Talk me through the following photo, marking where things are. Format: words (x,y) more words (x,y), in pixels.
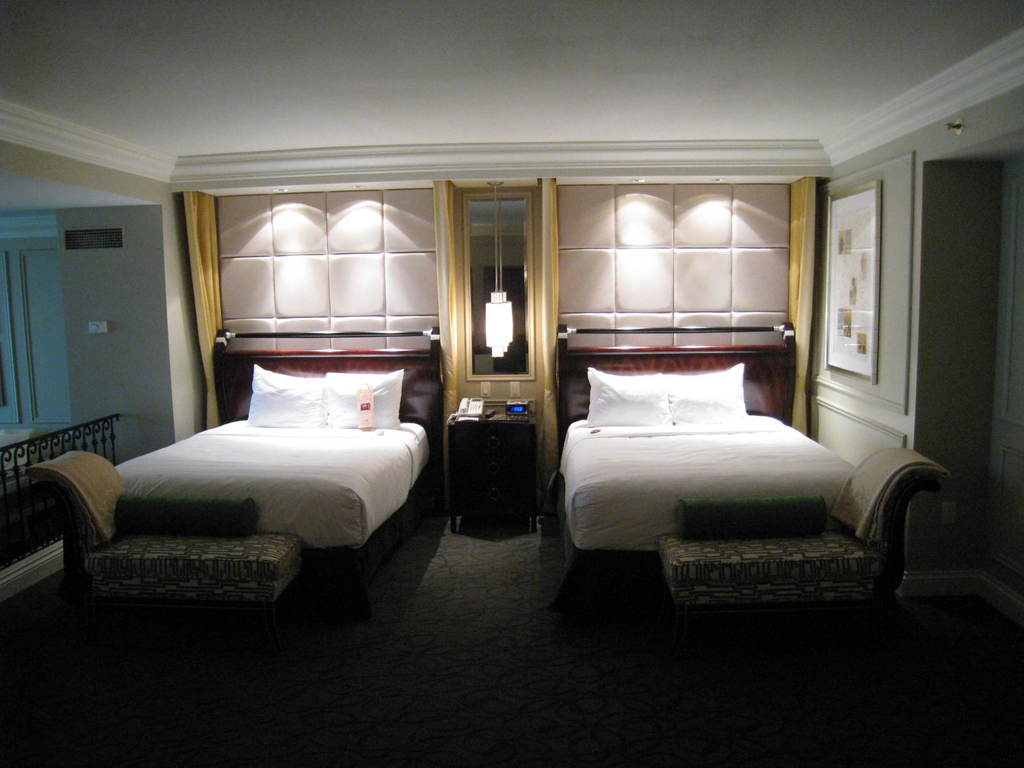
In this image there are two beds (401,396), in front of the bed (693,442) there are two chairs (673,562), on either side of the beds (274,477) there is a wall (957,414) on the top (843,11) there is a ceiling (749,94), in the middle (487,257) of the bed (563,408) there is a mirror (487,257) and a table (510,427), on that table (483,430) there is a phone (474,417) and an object (511,408).
